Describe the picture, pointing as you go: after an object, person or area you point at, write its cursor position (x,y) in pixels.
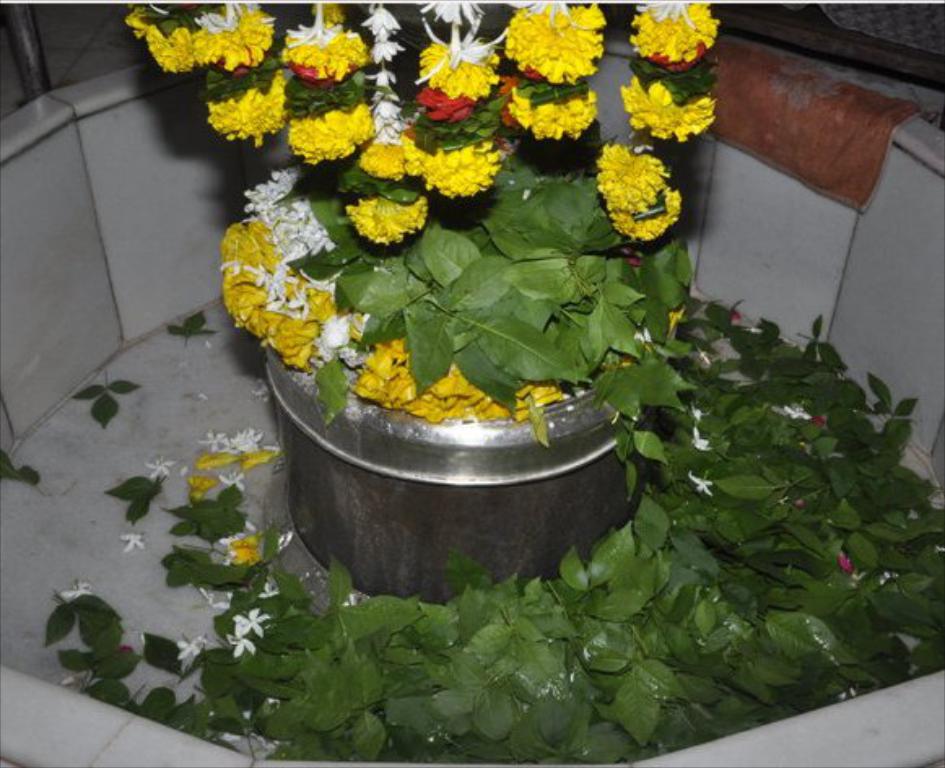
In this image in the center (515,428) there is one flower pot (480,487) and some flowers (426,406), at the bottom (496,617) there are some leaves (721,576) and in the background (10,386) it looks like a wall (733,226). On the wall (773,226) there is some cloth (837,155).
